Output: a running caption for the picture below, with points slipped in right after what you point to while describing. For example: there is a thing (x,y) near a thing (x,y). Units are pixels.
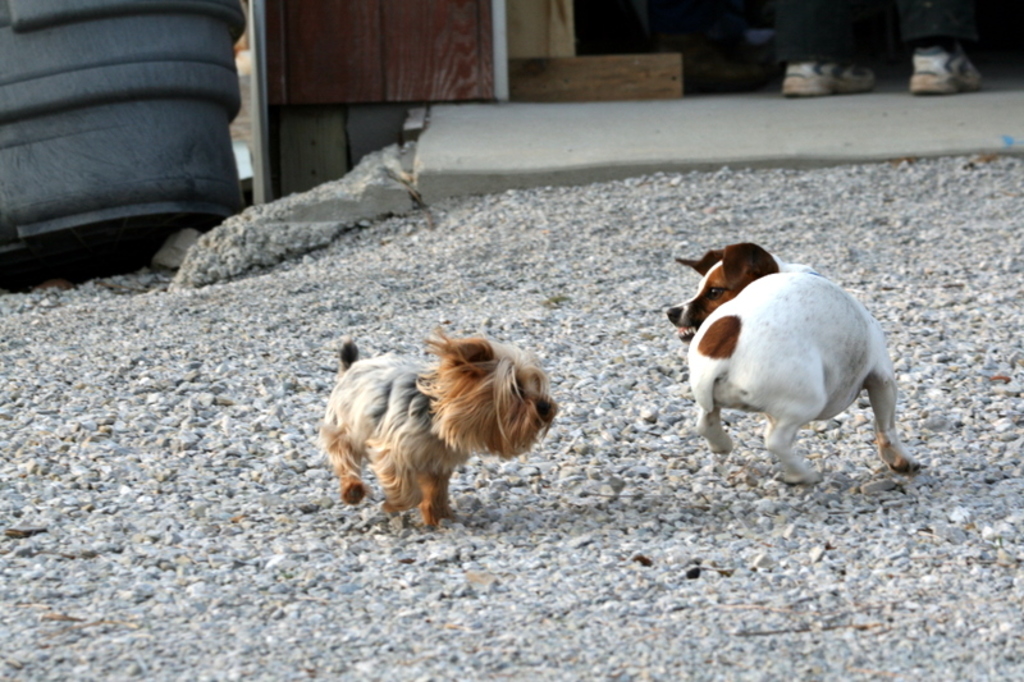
In this image, we can see two dogs (441,516) are running. Here we can see stones (206,533). Top of the image (570,63), there are few wooden pieces (537,74), footwear (969,69), cloth (829,59), some objects (72,174).
